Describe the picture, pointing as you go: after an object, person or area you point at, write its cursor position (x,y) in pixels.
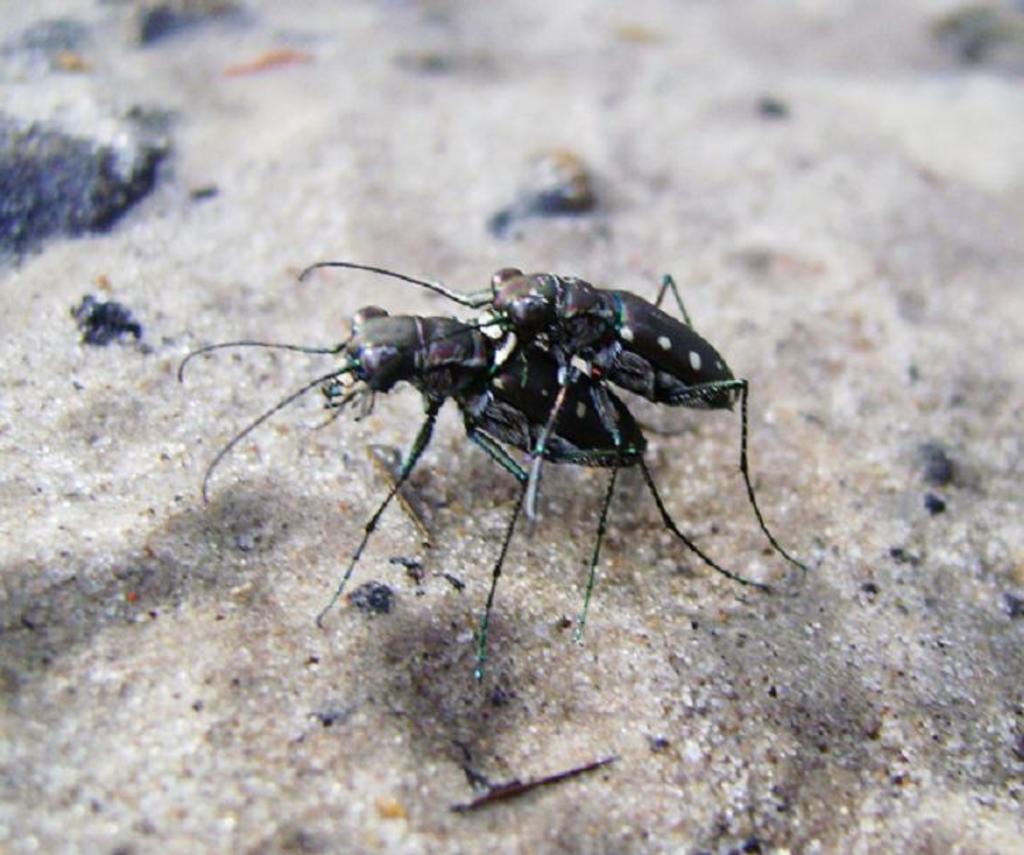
In this image I can see two black colour insects (475,440) and I can see this image is little bit blurry from background (476,97). I can also see few black colour thing (2,179) over here.
